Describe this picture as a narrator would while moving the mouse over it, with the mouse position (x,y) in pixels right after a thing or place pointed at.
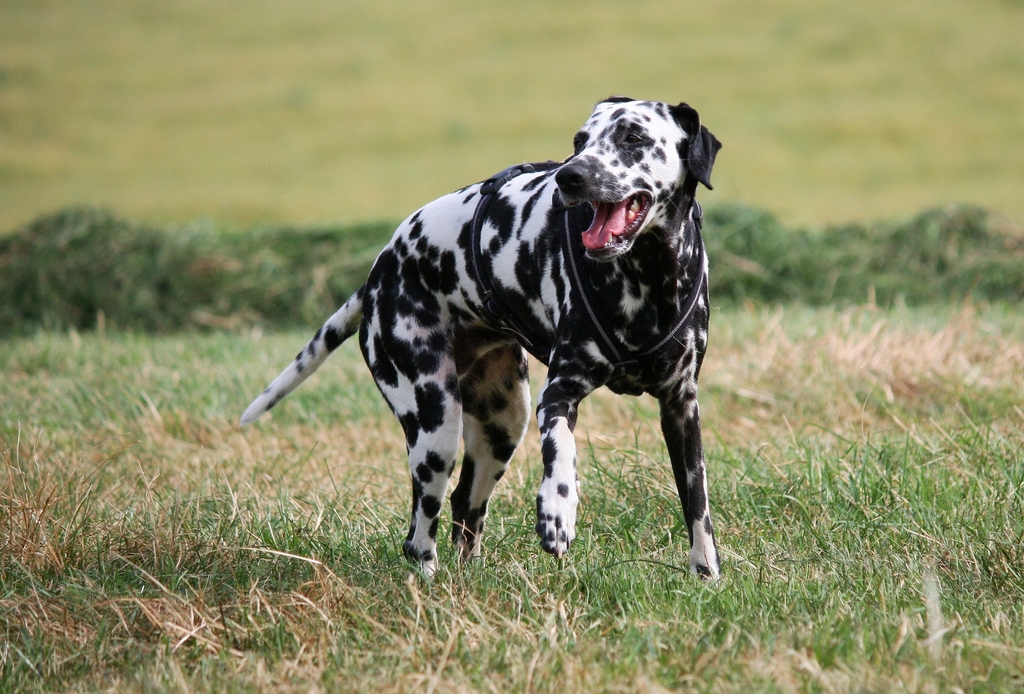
In this picture I can see the grass (270,345) and I see a dog (448,236) in the center (505,287) and I see that the dog (509,345) is white and black in color. I see that it is blurred in the background (153,147).
